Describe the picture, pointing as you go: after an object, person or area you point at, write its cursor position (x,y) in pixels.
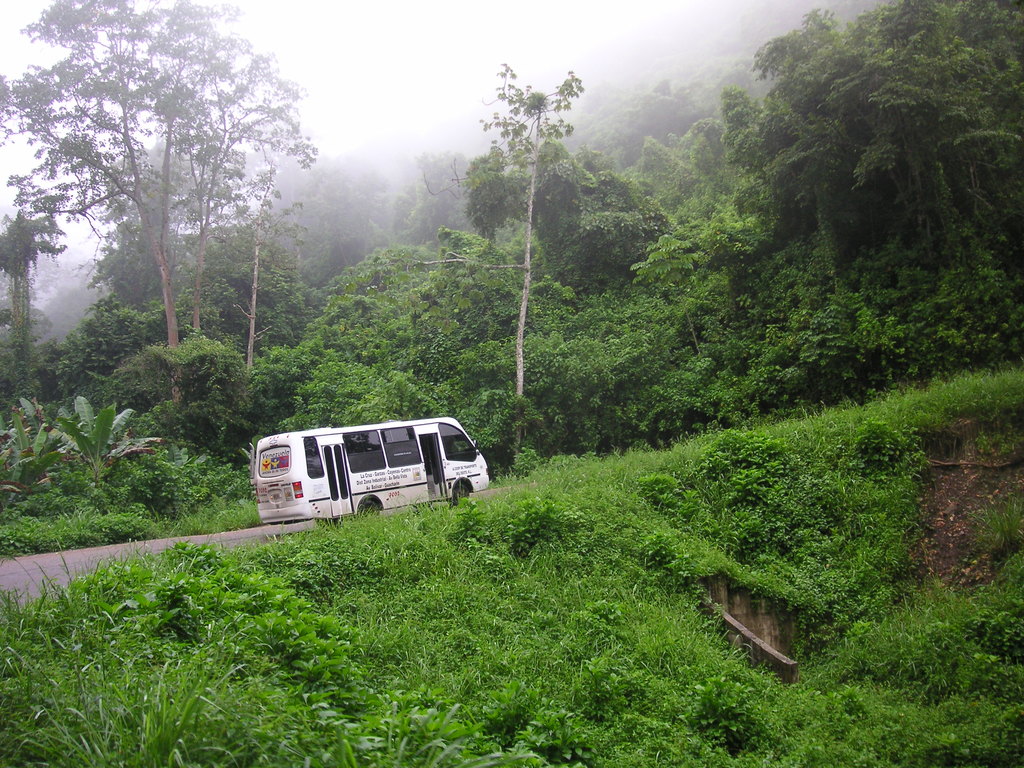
In this image in the center (393,467) there is a vehicle (410,462), and at the bottom (361,579) there is grass (375,601) and some plants (139,576) and there is a walkway (236,540). And in the background (239,325) there are trees (603,260), plants (118,334) and grass (247,524).
